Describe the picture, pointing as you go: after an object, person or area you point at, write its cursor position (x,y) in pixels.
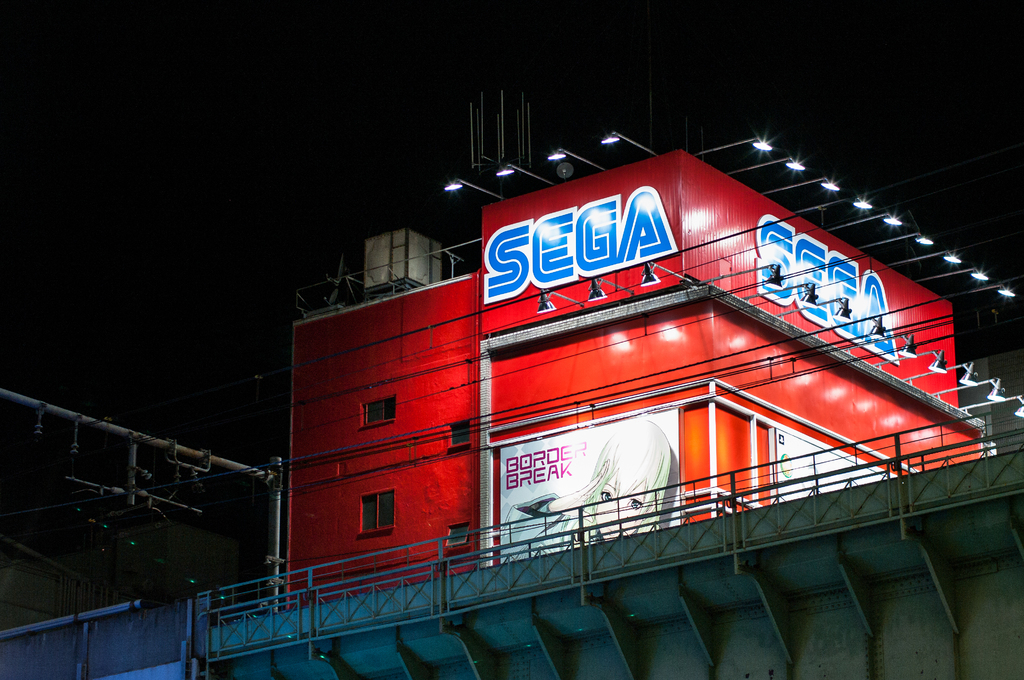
In this picture I can see a bridge (307,581) in front (148,623) and behind it I can see the wires (273,464), a building (499,409) and I can see the lights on it. I can also see something is written on the building (707,336). In the background (378,131) it is totally dark.
